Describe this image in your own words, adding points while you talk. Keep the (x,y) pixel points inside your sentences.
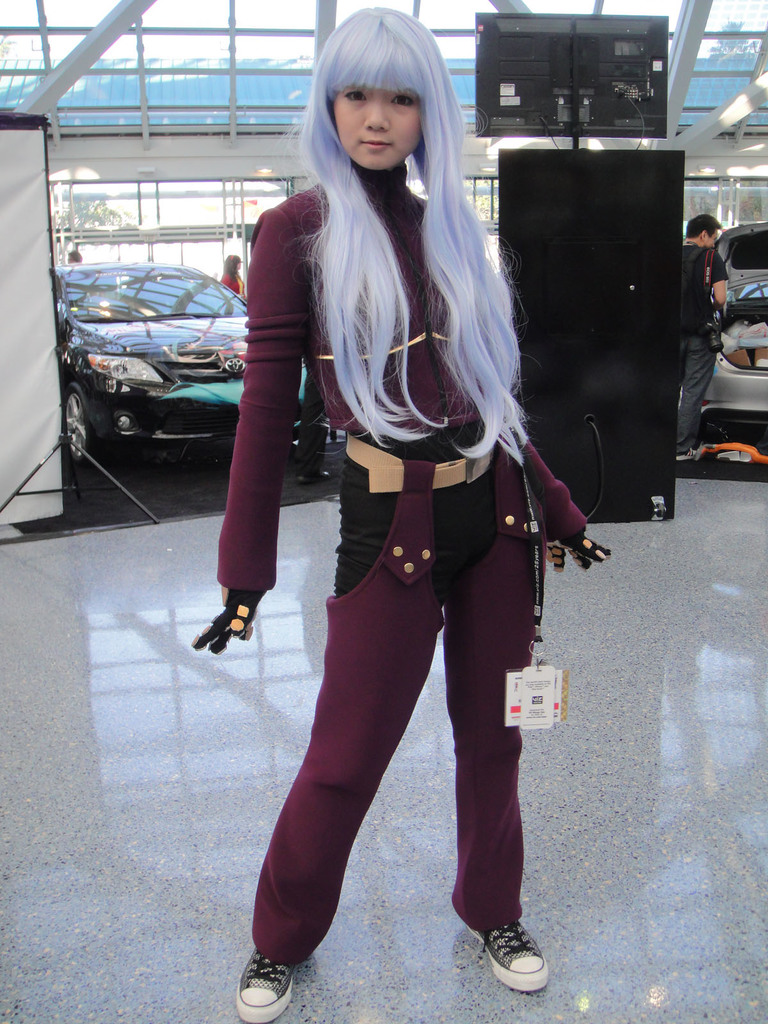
In this picture there is a woman (259,356) standing. At the back (120,378) there are vehicles (120,378) and there are group of people (701,369) and there is a television (603,107). Behind the glass wall (714,104) there are trees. At the top (297,71) there is a roof (183,72). At the bottom (111,768) there is a reflection (174,665) of the roof (186,32) on the floor (186,767). On the left side of the image (71,439) there is a screen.
